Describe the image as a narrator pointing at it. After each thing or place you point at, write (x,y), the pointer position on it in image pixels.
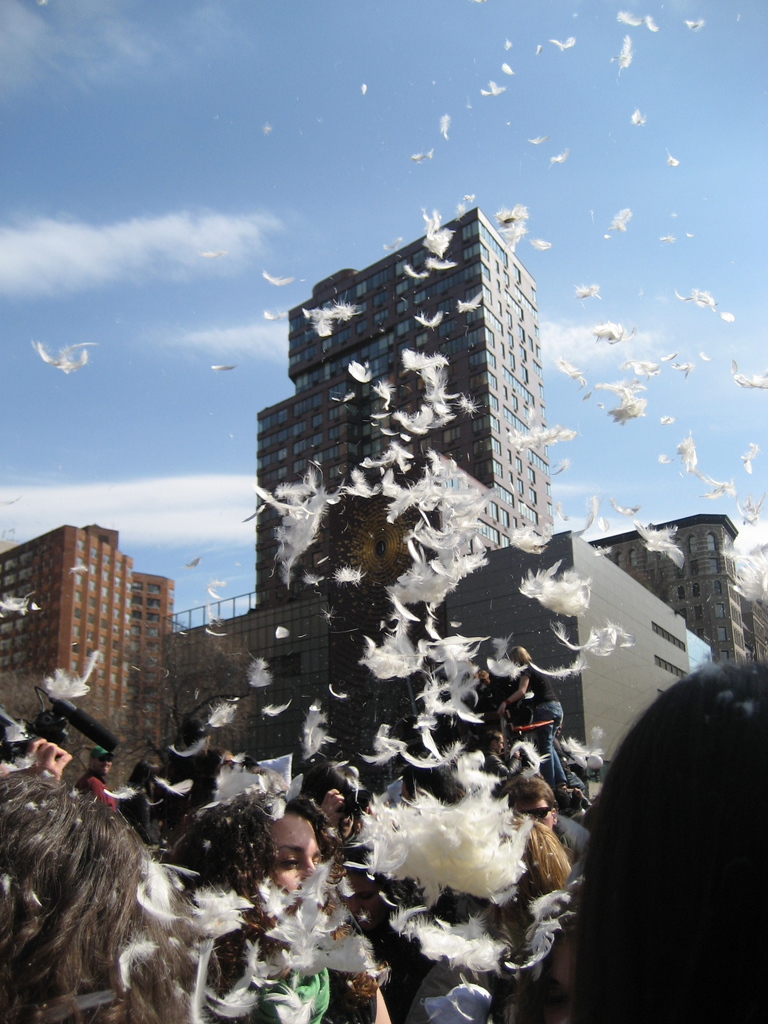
In this picture we can see some buildings (481,357) in the image. In the front (462,762) bottom side there are some persons (318,987) and white color bird feathers (462,874) flying in the air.
